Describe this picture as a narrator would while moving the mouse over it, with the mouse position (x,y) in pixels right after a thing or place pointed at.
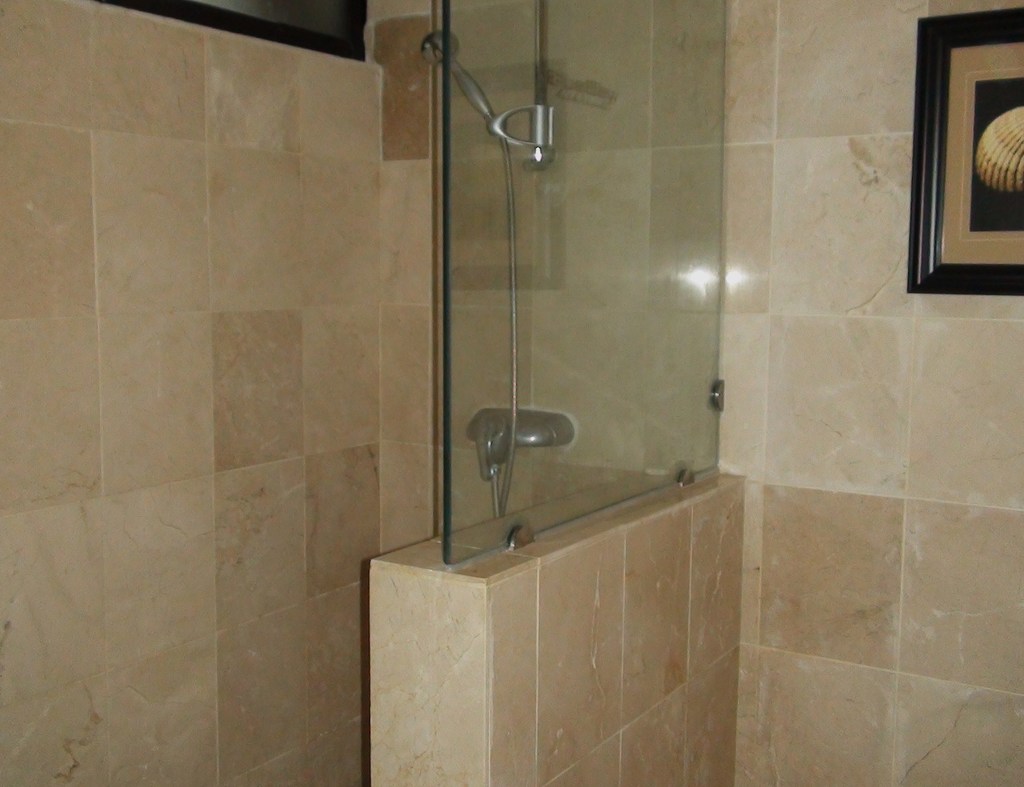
In this picture we can see a glass (487,320), tap (555,439), wall (204,298), pipe (514,289), frame (957,33).
